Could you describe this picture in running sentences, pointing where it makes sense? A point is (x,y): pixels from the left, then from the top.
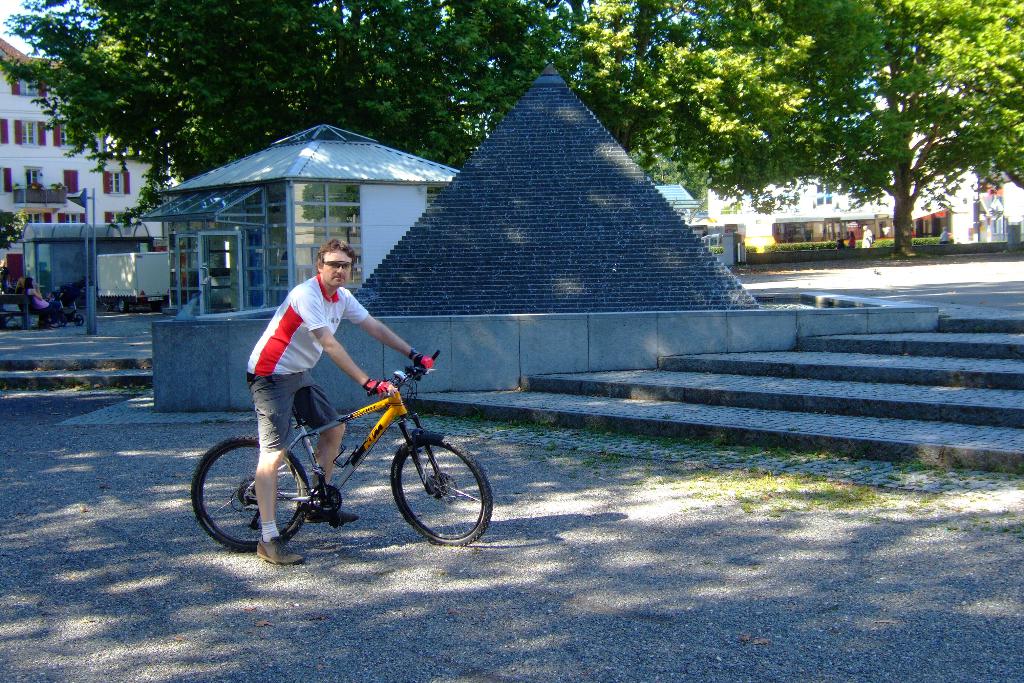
In the center of the image (397,336) a man (321,394) is sitting on a bicycle (392,486). In the middle of the image (582,238) a pyramid (566,219) is there. On the left side of the image (69,174) we can see the buildings (86,176), pole (95,260), truck (104,272), bench (22,306), a person (45,302) and a wheel chair (68,300) are present. On the right side of the image (874,127) trees (961,152) are there. In the middle of the image (639,409) stairs (792,384) are present. At the bottom of the image (605,621) ground (599,621) is there. At the top of the image (39,17) sky (28,42) is present.
